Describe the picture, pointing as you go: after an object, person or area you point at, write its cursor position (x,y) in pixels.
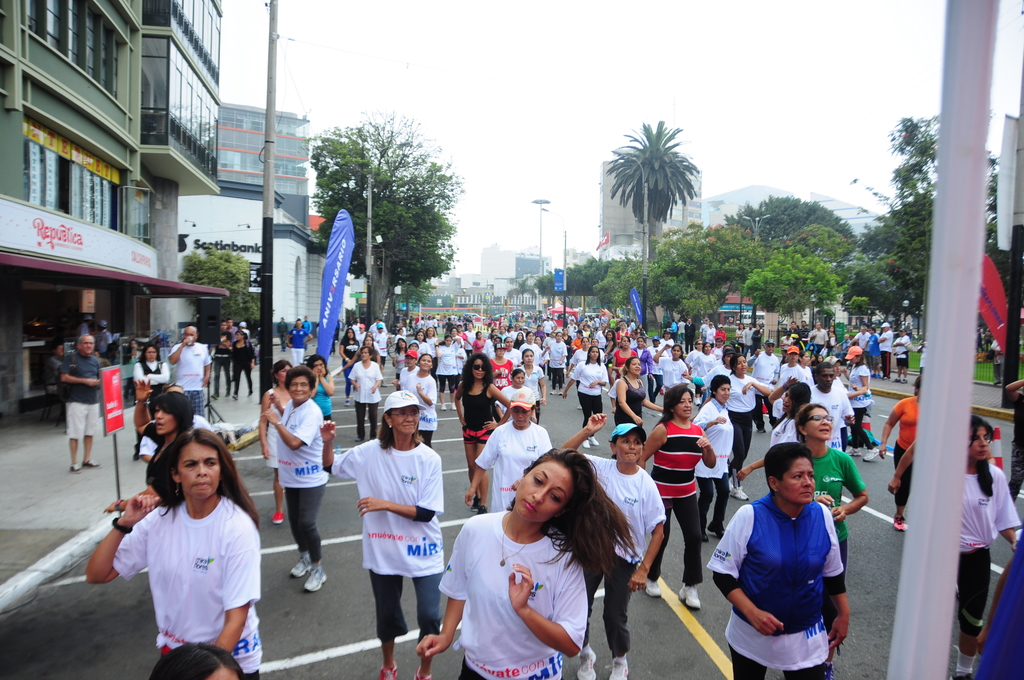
In this image we can see people (963,659), poles (944,635), banners (1013,629), boards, trees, and buildings (300,242). In the background (579,139) there is sky (834,122).
